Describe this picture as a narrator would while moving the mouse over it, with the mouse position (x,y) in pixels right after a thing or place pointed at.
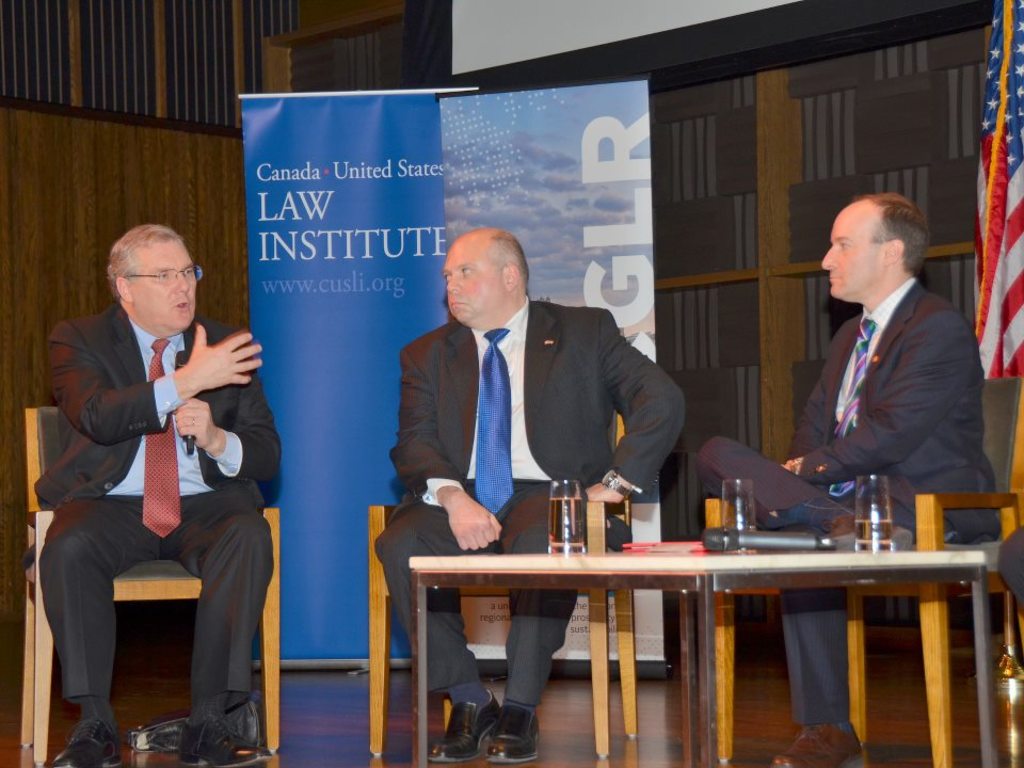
In this image, there are a few people (860,398) sitting on chairs (606,611). We can see a table (944,581) with some objects (859,537) like glasses (745,523). We can also see a board (548,178) with some text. We can see the wall (154,104) and a flag (998,123). We can also see the screen (508,15).
